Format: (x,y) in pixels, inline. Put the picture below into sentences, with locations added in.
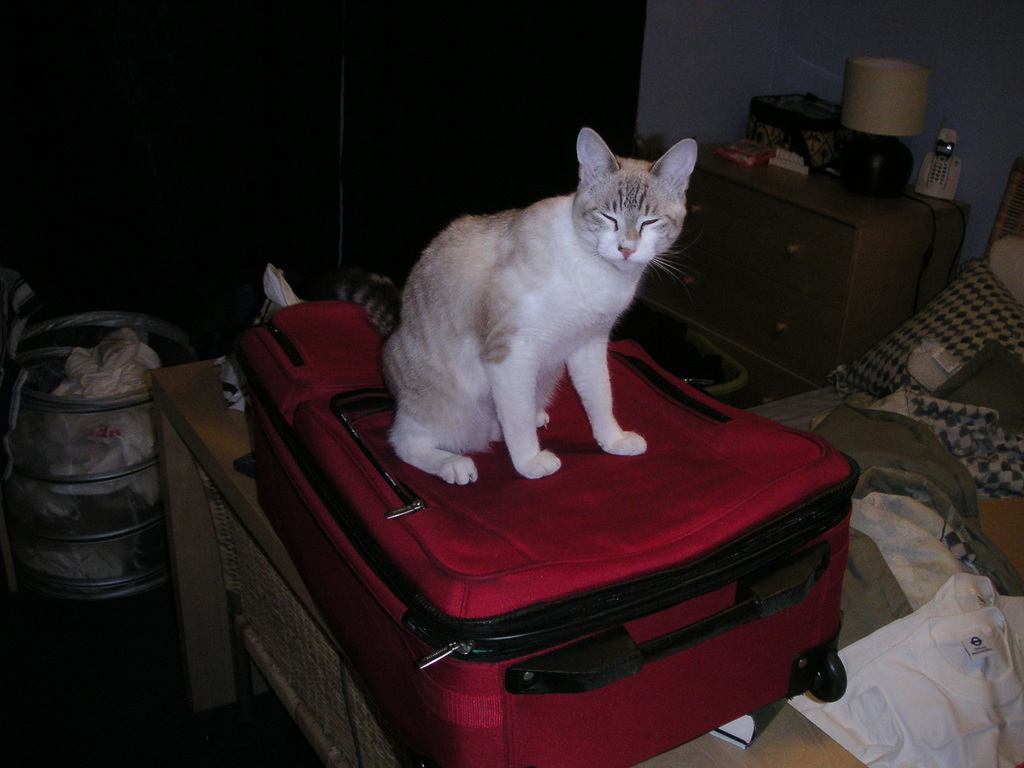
Here in this image we can see a cat (550,348) sitting on a luggage bag (276,335) which is kept on a table (202,393), here on the left side (130,425) we can see a Bin (132,440) and here at the right side (830,284) we can see a table (811,202) and lamp (862,80) placed on it
